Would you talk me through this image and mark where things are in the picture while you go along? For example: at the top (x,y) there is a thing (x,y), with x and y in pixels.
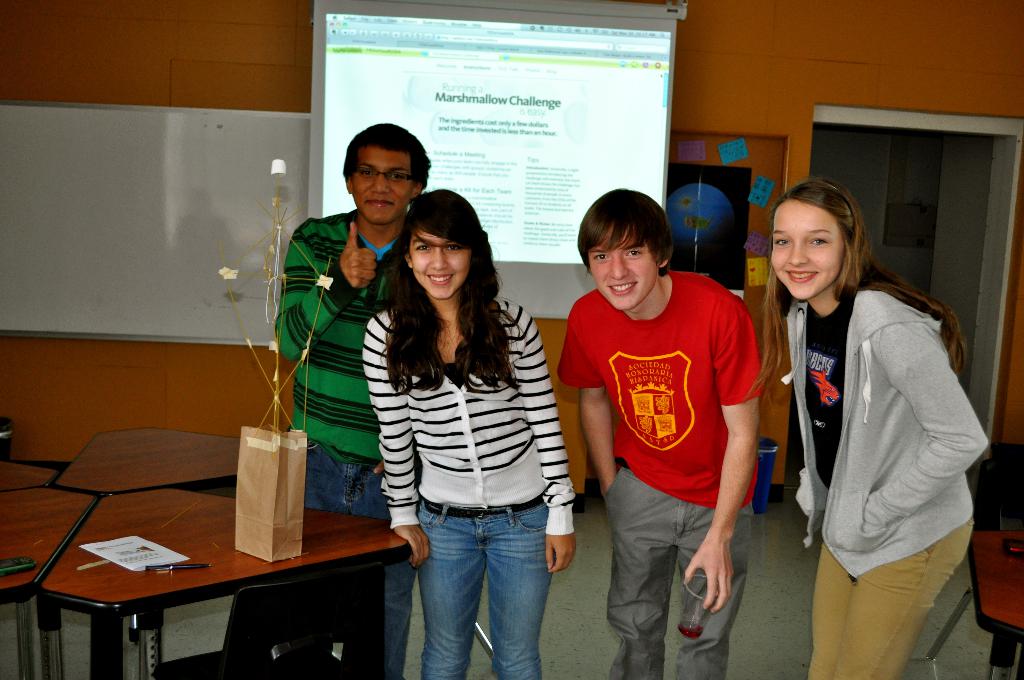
There are four people (518,388) standing in a room (730,444). They are smiling. There is a table (203,491). There is a cover bag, pen,,paper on a table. We can see the background (464,109) there is a projector (478,102), wall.
